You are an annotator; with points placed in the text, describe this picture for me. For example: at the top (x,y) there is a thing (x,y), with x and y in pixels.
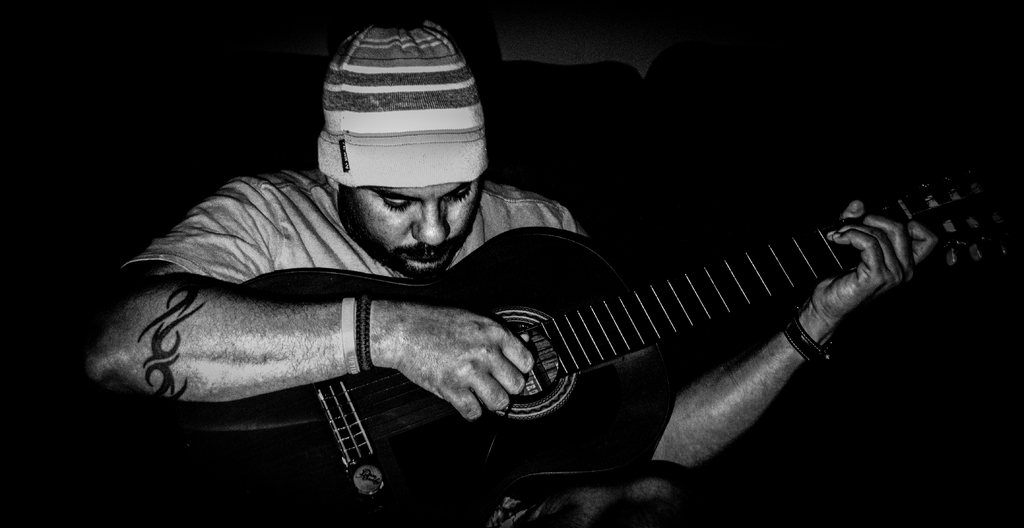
Here we can see a man (251,382) playing a guitar (600,370).
